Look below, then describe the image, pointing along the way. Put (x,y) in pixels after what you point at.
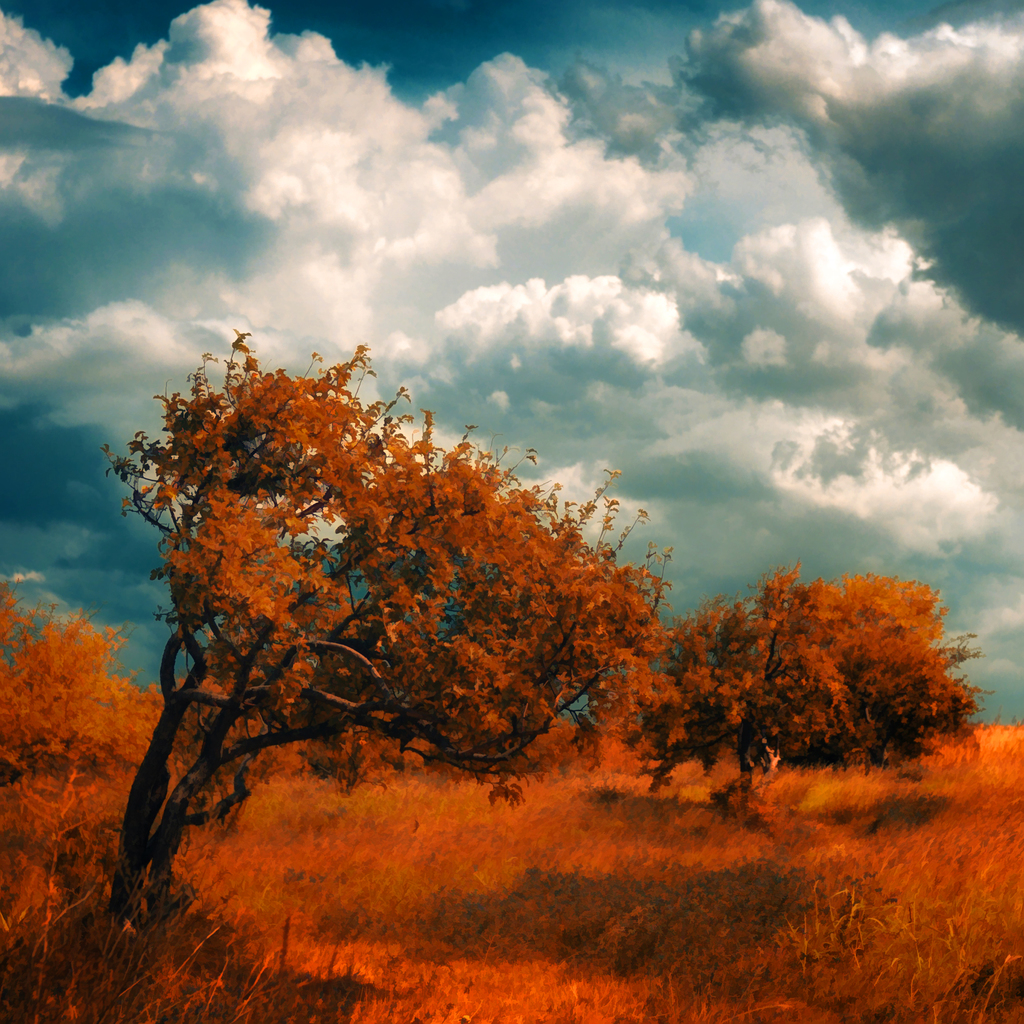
In this pictures, there are trees (508,645) and plants (322,810) which are in orange in color are at the bottom (400,950). On the top (284,256) there is a sky (652,211) with clouds (362,249).
